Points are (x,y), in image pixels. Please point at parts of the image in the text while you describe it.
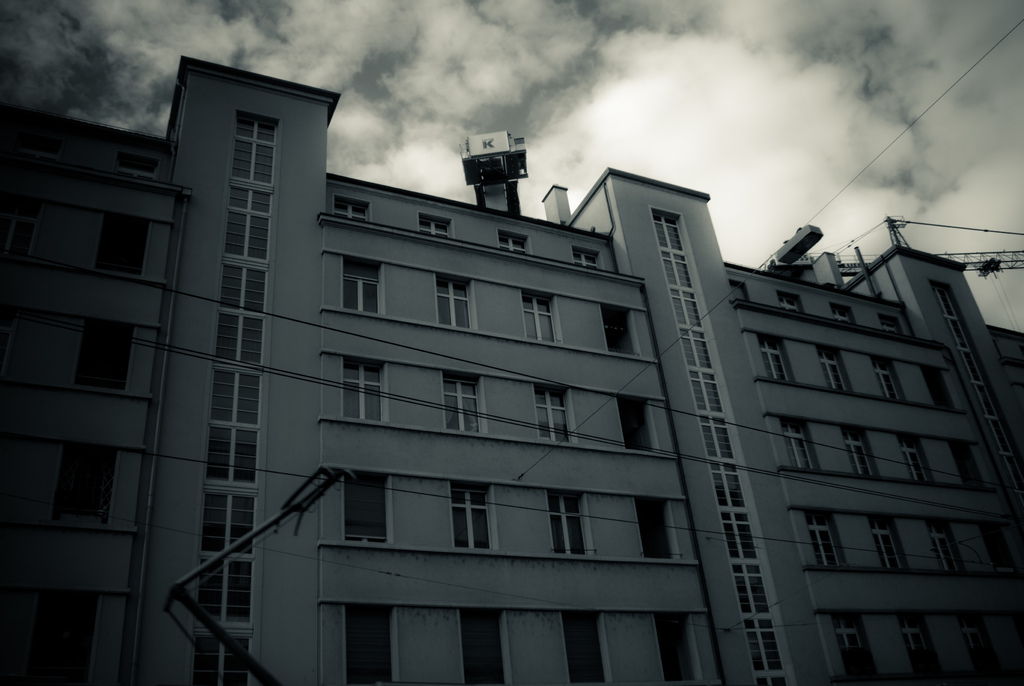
In this image I can see a building (325,573), background (721,110) the sky (740,109) is in gray and white color.
